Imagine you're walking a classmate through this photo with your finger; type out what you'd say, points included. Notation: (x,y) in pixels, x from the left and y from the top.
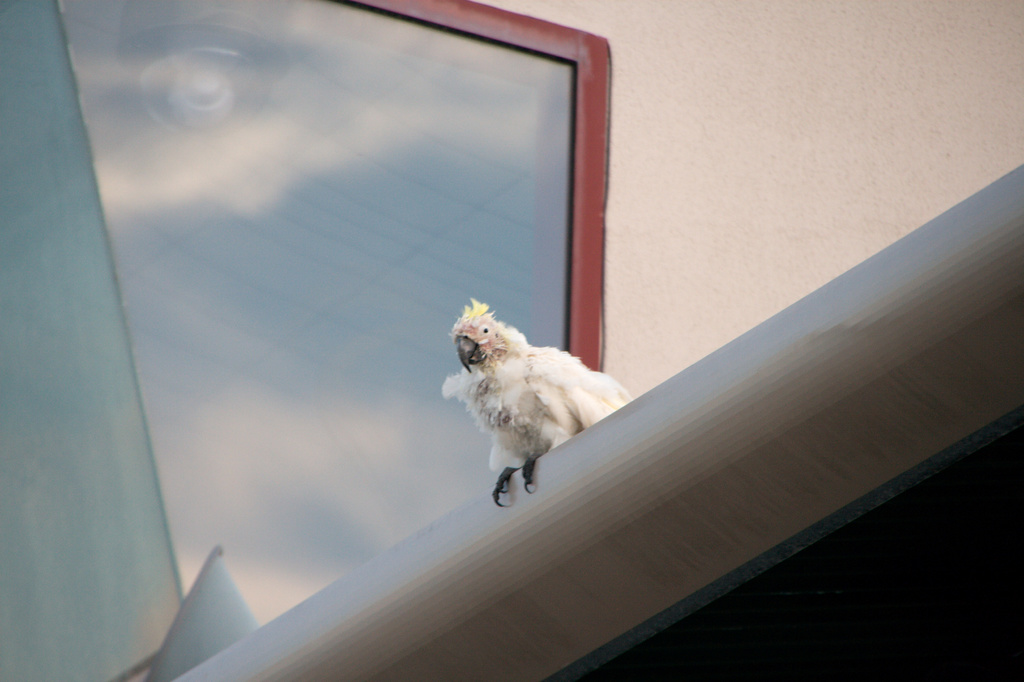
In this image, we can see a bird (530,438) on the gray surface (459,550). Background (546,252) we can see the wall (654,271) and glass object (300,281).
